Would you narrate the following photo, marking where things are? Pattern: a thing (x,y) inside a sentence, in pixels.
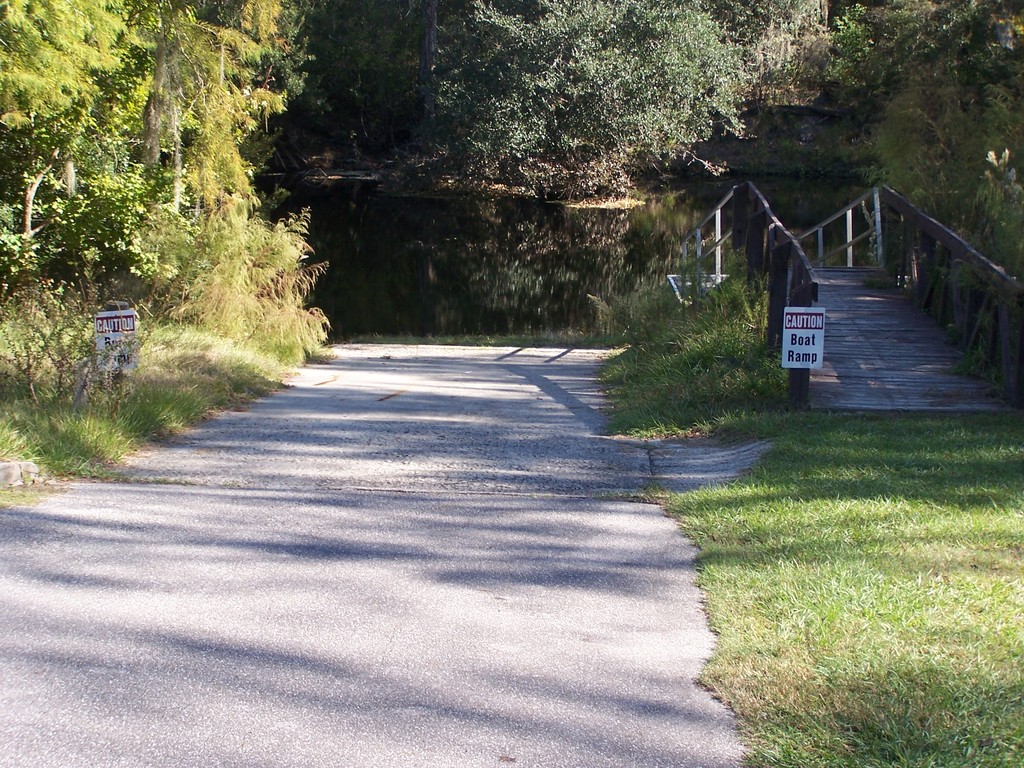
This is the road (483,406). I can see the caution boards (121,359). This is the grass (792,491). I think this looks like a small pond (546,207) with the water (630,247). These are the trees (515,76) with branches (132,27) and leaves (181,222). This looks like a wooden bridge (860,307).
